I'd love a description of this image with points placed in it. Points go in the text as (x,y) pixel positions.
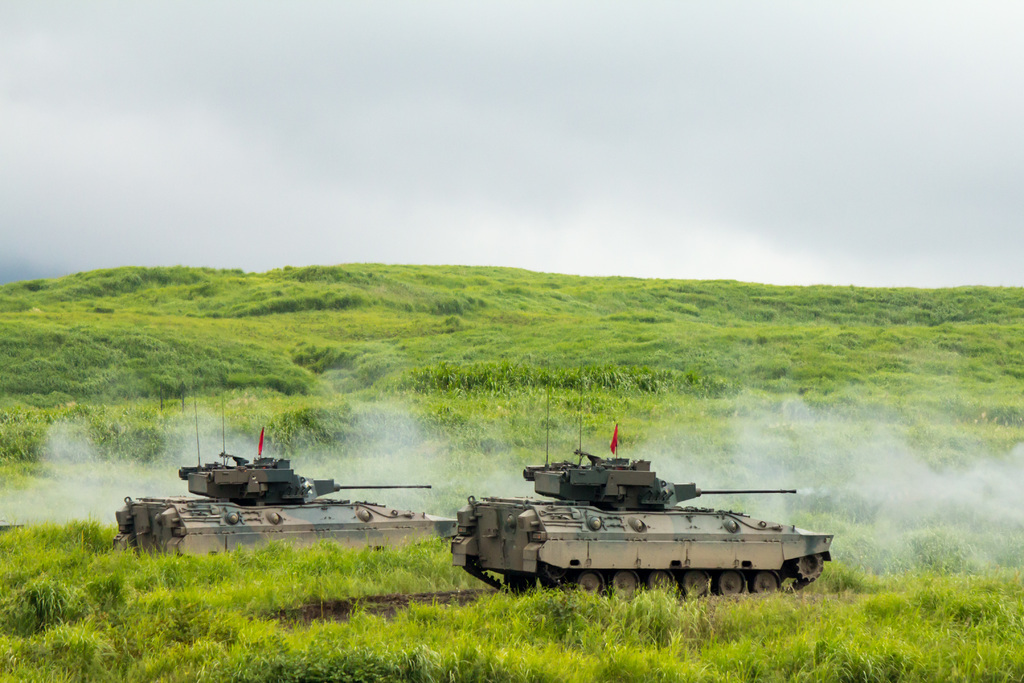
In the image there are war tanks (308,494) with smoke (451,458) on the ground (152,485). And also there is grass (539,587) on the ground (271,552). In the background (888,335) there is a small hill (252,310) with grass (551,287). At the top of the image (299,79) there is a sky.
